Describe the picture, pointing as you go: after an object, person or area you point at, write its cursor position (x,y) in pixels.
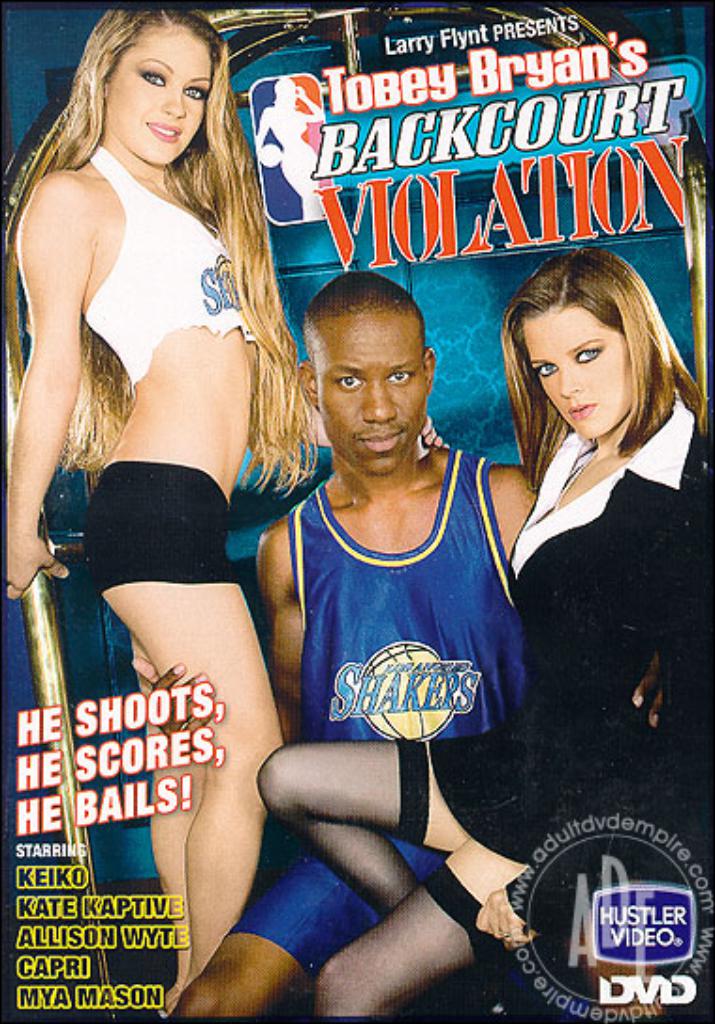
This is a poster and in this poster we can see a man (488,520) and two women (446,792) and one woman (49,337) is smiling and some text (68,912).
